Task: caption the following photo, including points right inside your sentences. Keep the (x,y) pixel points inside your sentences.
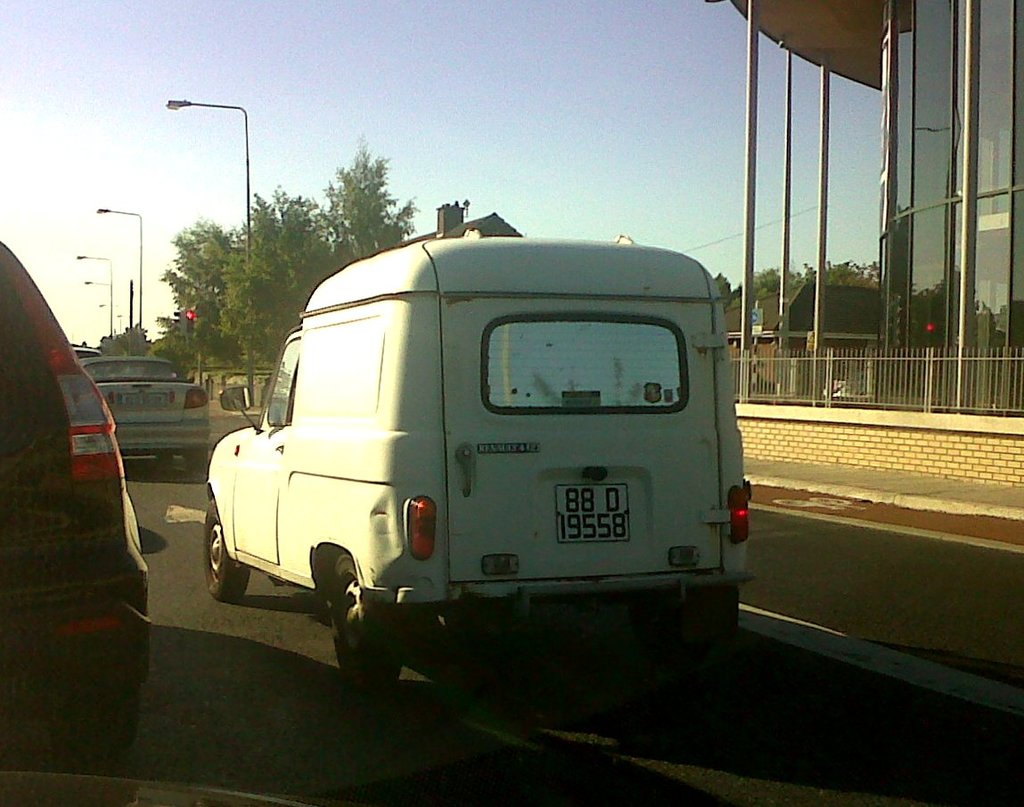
In this picture we can see some vehicles (282,511) are moving on the road (1016,544), side we can see some buildings (892,199), trees (379,196).
